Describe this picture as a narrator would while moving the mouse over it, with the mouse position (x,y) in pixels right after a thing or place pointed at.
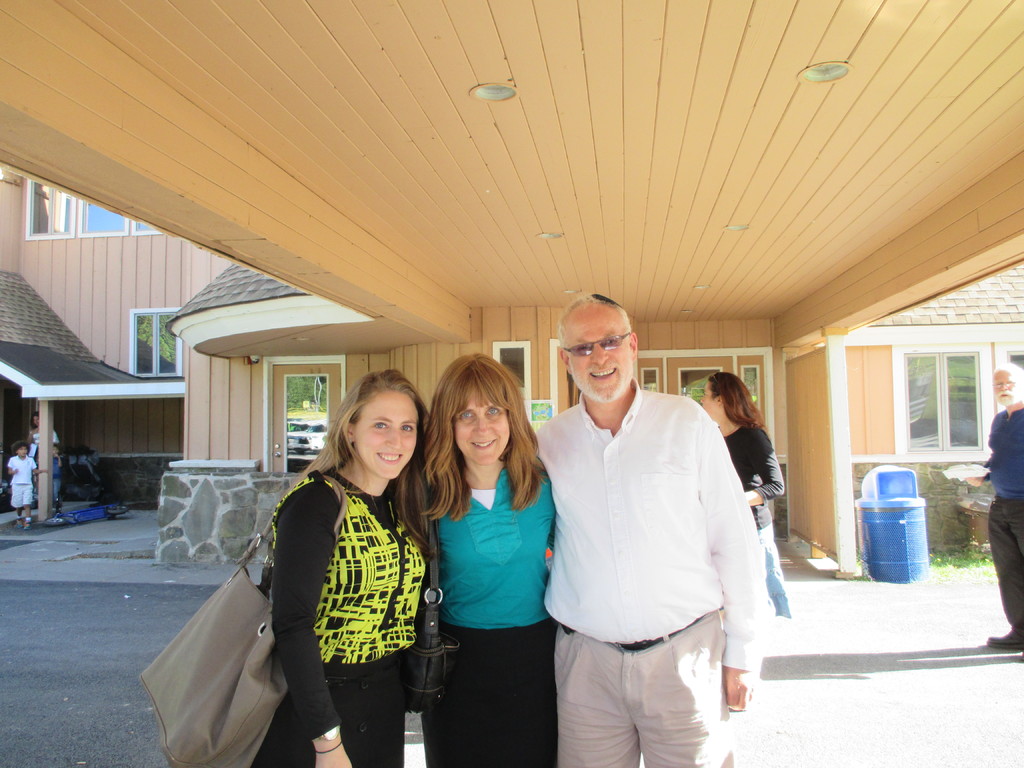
In this image there are three persons (485,539) standing under the wooden roof (548,82). On the left side (326,620) there is a woman (314,620) who is wearing the bag (268,653). In the middle (518,500) there is another woman (461,608) who is also wearing the bag (457,642). On the right side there is a man (623,555) who is wearing the white shirt (623,555). In the background (157,337) there is a building (150,355). On the right side (861,515) there is a dustbin (886,515). In the background (929,407) there are windows (940,388). There is a wall (199,504) on the left side (190,515).
